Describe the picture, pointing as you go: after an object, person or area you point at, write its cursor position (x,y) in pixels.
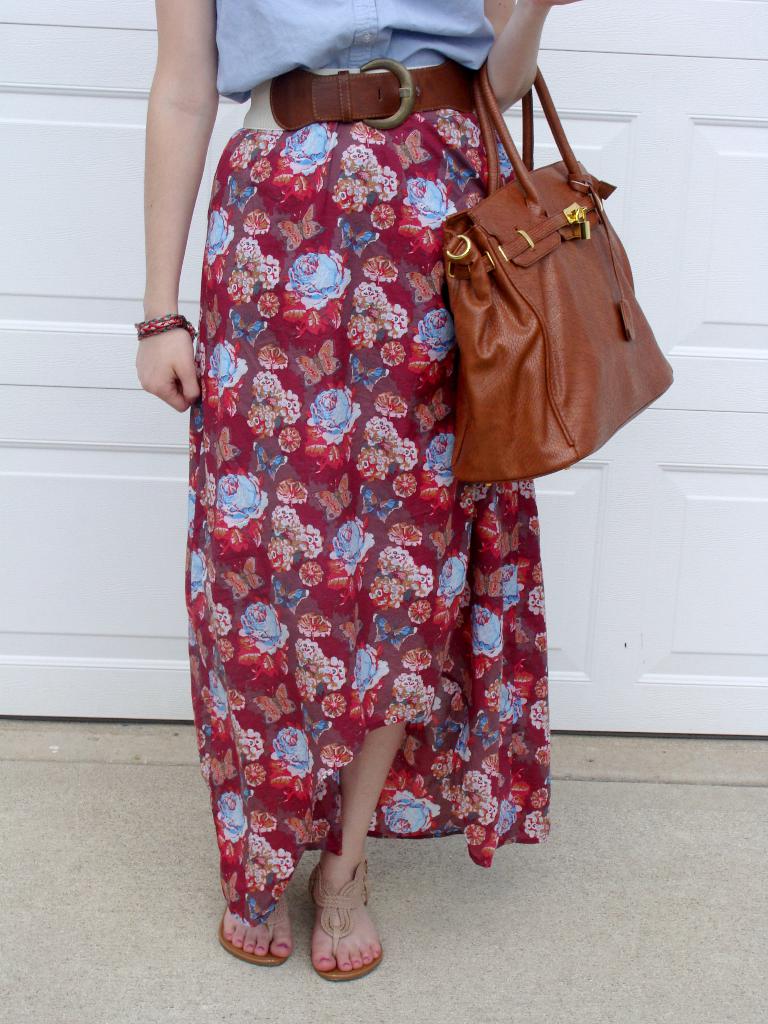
In this image we can see a person (430,381) carrying a bag (495,423). Behind the person (371,496) we can see a wooden object (62,240).
